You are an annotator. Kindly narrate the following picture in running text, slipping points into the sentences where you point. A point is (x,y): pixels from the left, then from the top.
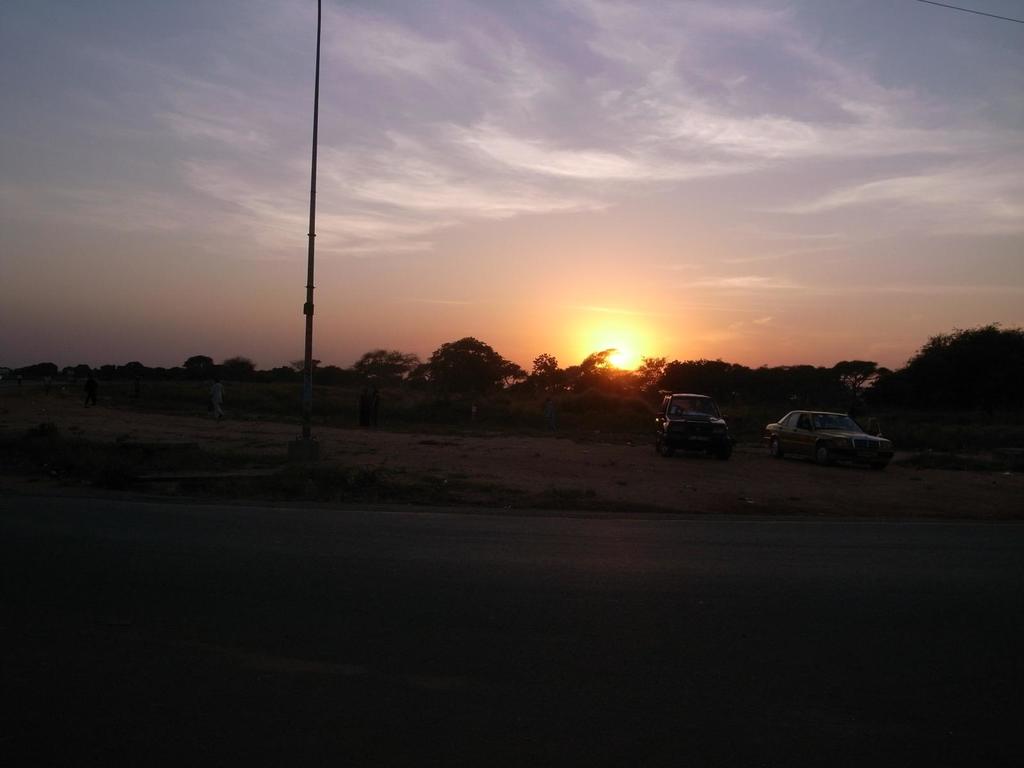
In this image we can see the vehicles (692,451) and some people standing on the ground (353,486). We can also see the pathway (390,682), a group of trees (636,390), the sun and the sky (461,223) which looks cloudy.
